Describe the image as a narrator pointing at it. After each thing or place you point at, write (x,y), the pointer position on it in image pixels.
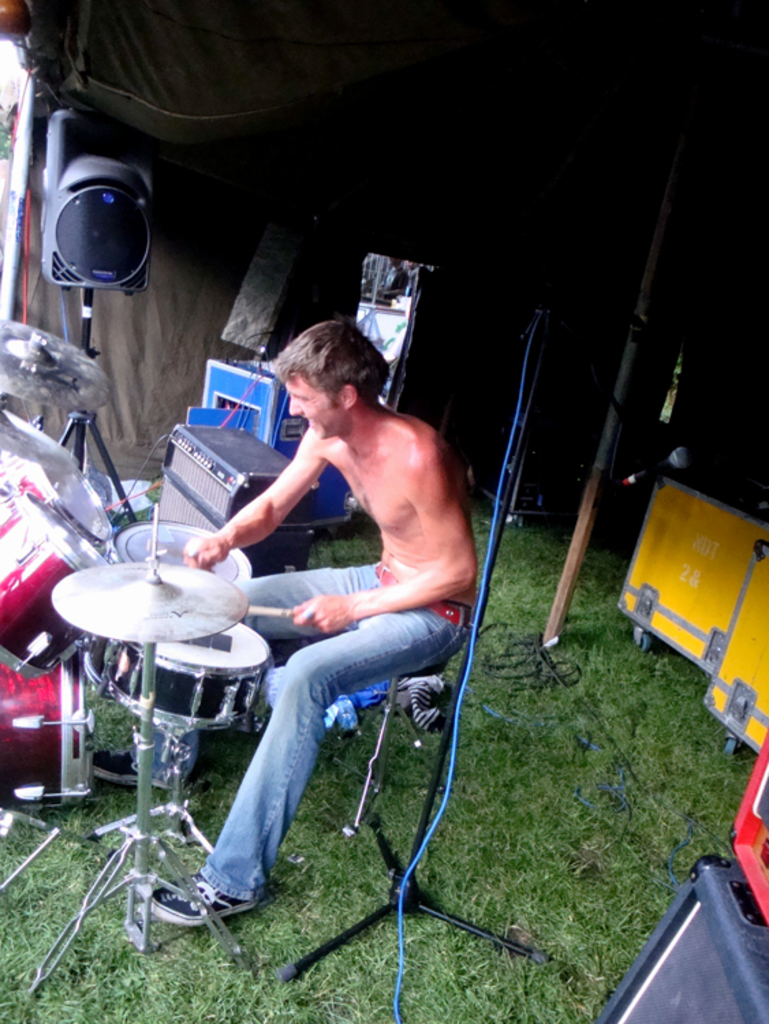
In the center of the image (345,650) there is a man (349,680) sitting and playing a drum (92,732) behind him there is a stand (524,427). There is a speaker (85,232). At the top (435,214) there is a tent (542,176). At the bottom (626,867) there is grass (648,851).
